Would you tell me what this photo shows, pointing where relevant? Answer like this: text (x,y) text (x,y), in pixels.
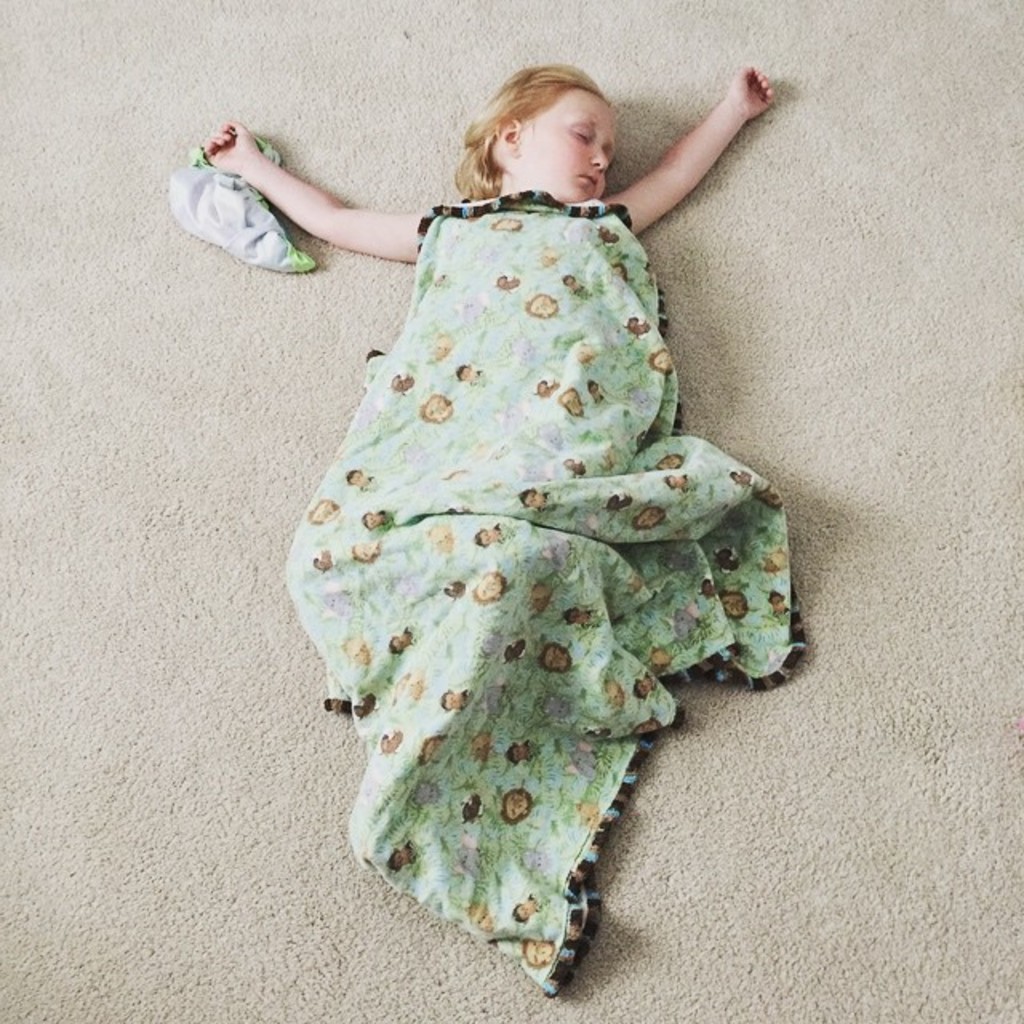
In this image a baby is lying on the floor (315,284). On it a blanket (504,396) is there. Here there is a piece of cloth (216,218).
